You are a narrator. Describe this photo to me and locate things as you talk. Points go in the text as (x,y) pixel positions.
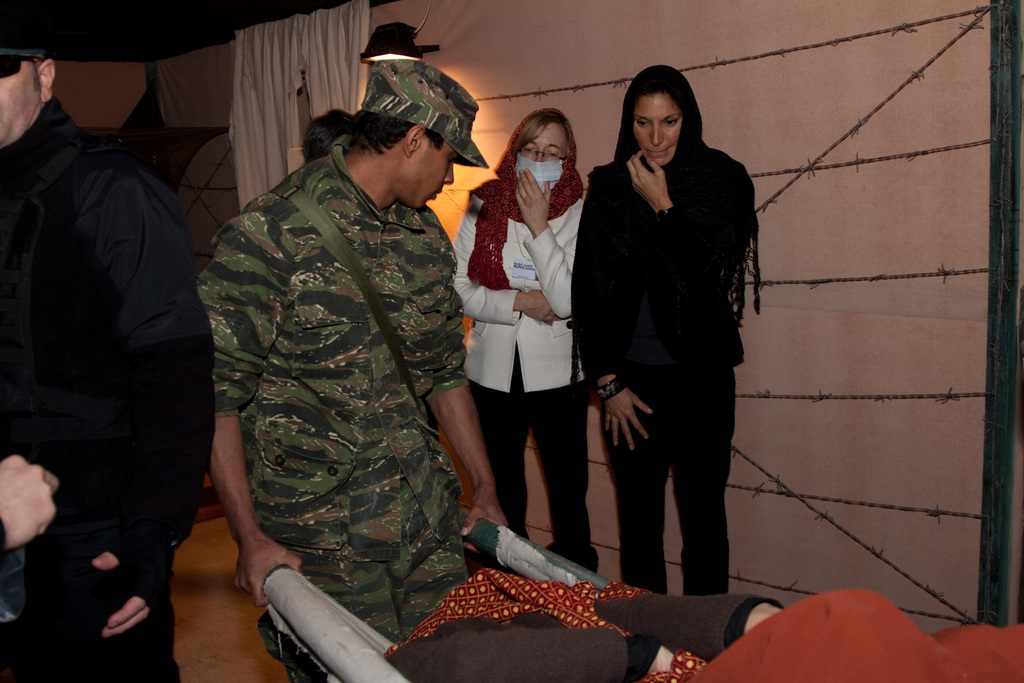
In this picture there is a man (350,344) who is holding the bed (381,642). Beside him I can see the women (562,319) who are standing near to the fencing (776,433). On the left (93,361) there is a man (147,432) who is wearing black dress (152,446). In the bottom left (35,509) I can see the person's hand (28,521) who is holding a water glass (1,591). In the back (238,99) I can see the cloth (340,73) and light beam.
